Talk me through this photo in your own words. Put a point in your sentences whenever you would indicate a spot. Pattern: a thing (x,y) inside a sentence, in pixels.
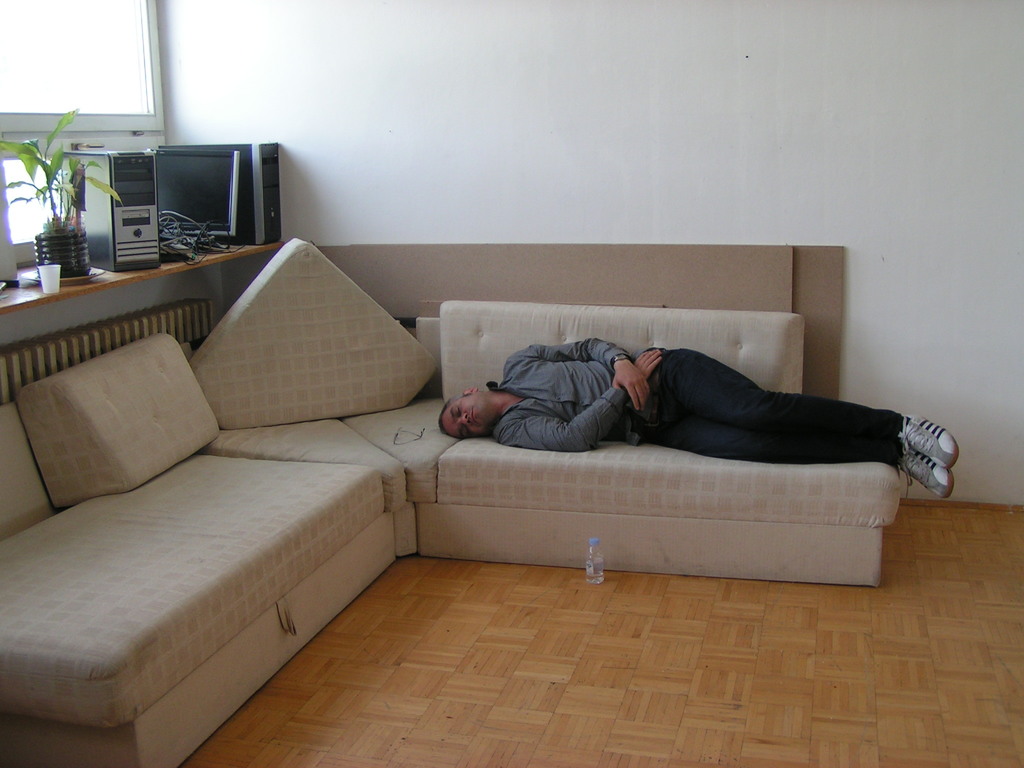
In this image there is a person (932,478) sleeping on the couch (711,510) wearing shoes (912,472) and at the bottom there is a water bottle (590,552) on the floor (611,590) and at the left side of the image (49,223) there are C. P. U's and plant (55,236).
